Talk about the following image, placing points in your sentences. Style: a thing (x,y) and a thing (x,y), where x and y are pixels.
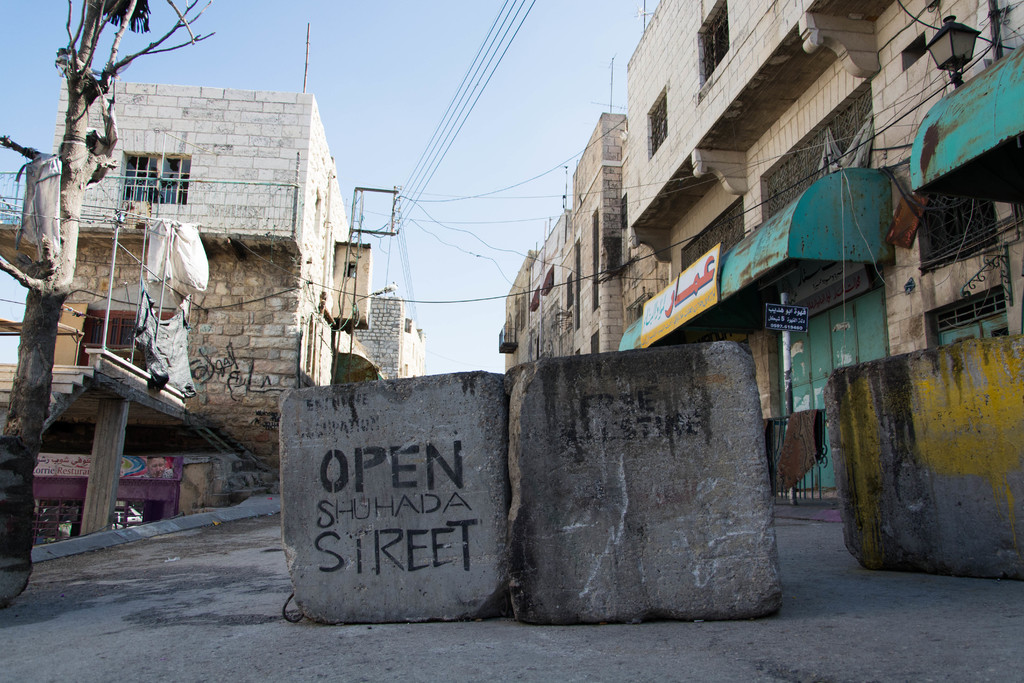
In this image, I can see the buildings (565,225) with the windows (175,183). These are the doors (824,369). This looks like a board (768,306), which is attached to a pole (783,334). I can see the current wires (514,9). These look like the rocks (913,480) on the road (814,576). Here is a lamp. On the left side of the image (36,390), I can see a tree (21,423). This is the sky (547,79).
